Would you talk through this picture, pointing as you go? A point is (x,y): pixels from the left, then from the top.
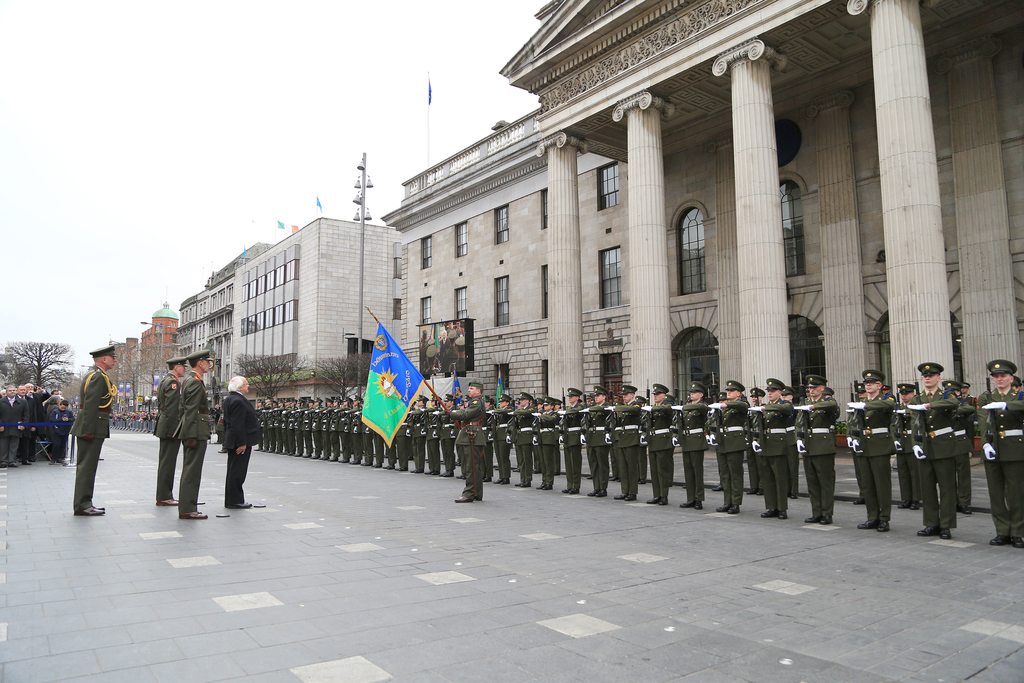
In this image, on the right side (962,461), we can see a group of people (632,444). On the right side (952,178), we can see a building (504,296), pillars (991,271), glass window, flags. In the middle of the image (449,415), we can see a person (473,455) standing on the floor (472,509) and holding a flag (443,406) in his hand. On the left side (153,351), we can also see a group of trees (274,377), people (102,351). In the background (147,361), we can see a building (158,333), street light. At the top (221,37), we can see a sky (189,14).
